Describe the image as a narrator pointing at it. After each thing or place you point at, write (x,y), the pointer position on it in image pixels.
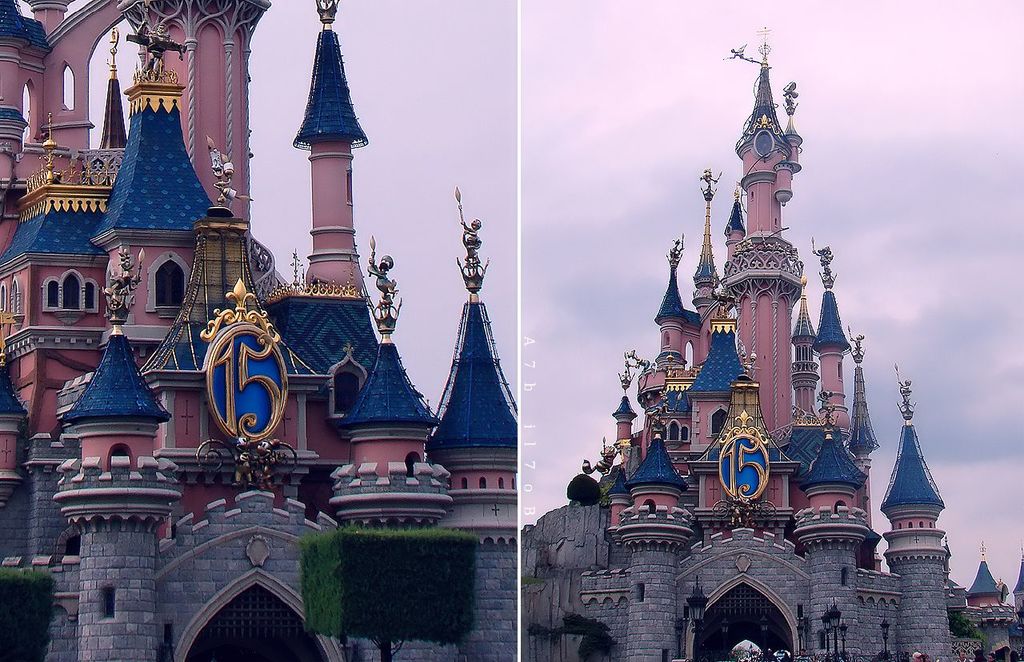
In this image I can see it is the photo collage, it looks like a fort (383,476). At the top (411,56) there is the cloudy sky (424,60).
